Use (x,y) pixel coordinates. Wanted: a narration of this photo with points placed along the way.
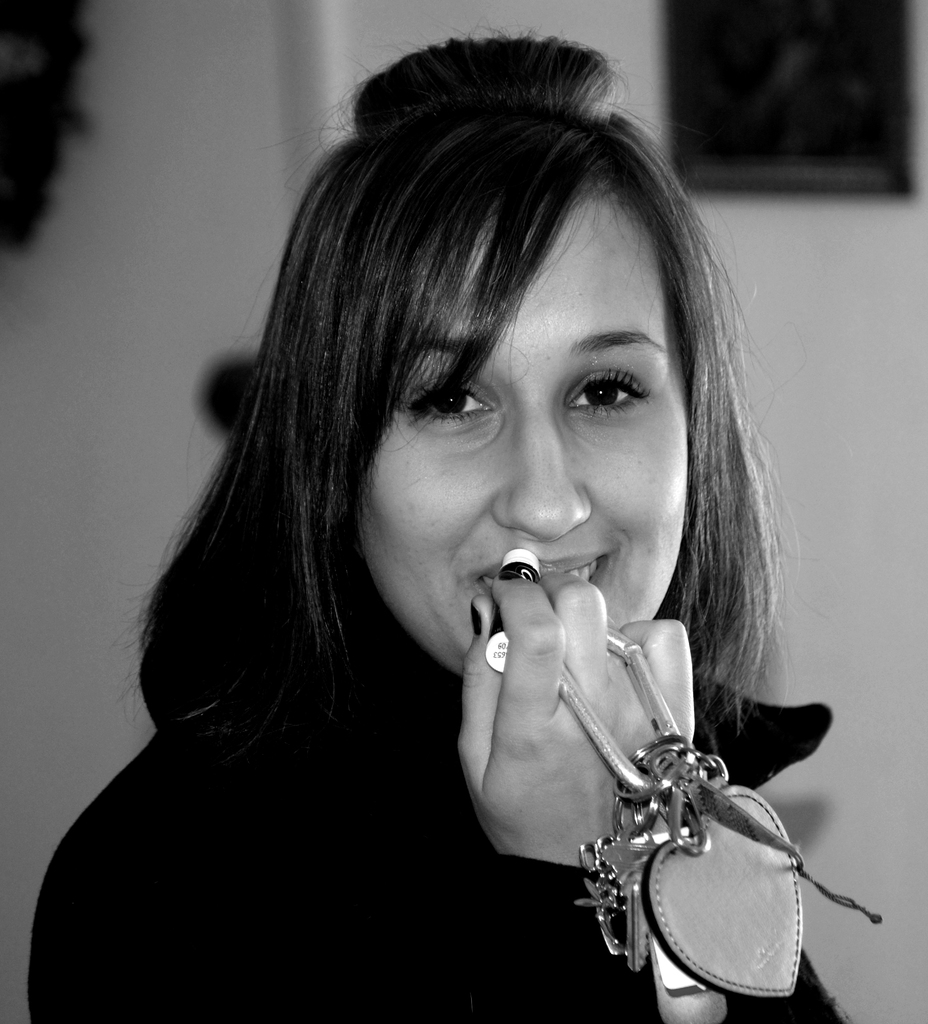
In this image we can see the person (539,396) standing and holding key chain (610,903) and an object (525,566). And at the back (775,208) we can see the blur background (776,322).
